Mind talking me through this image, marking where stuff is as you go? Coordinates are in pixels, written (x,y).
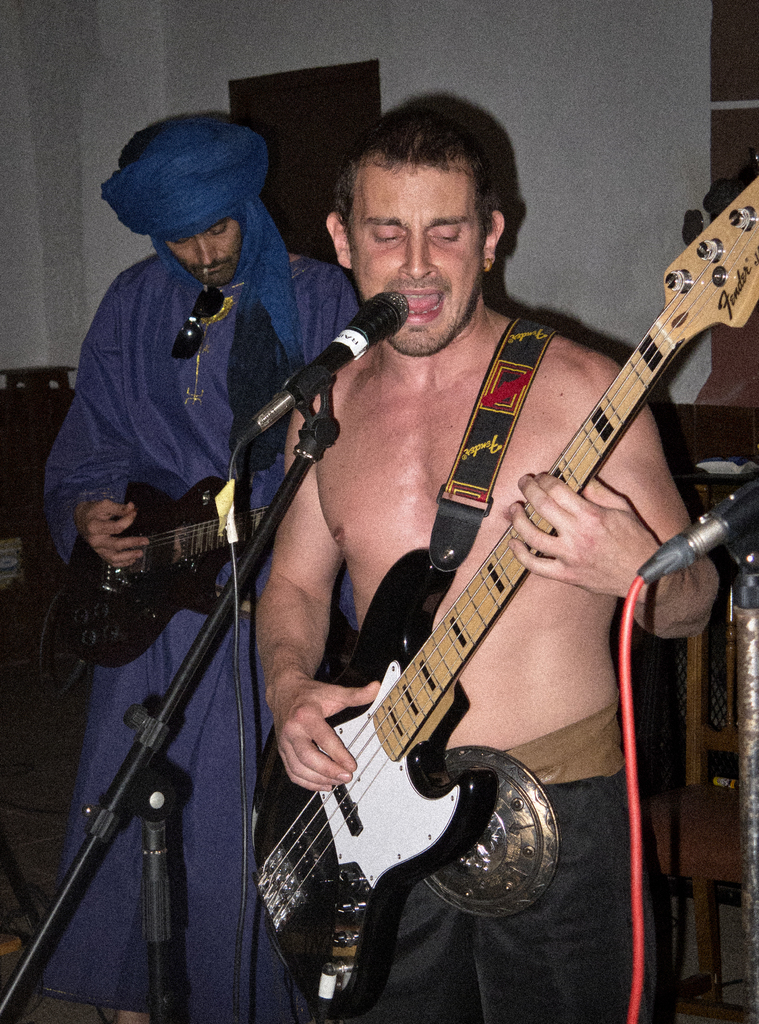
In this picture i can see a man (377,372) holding a guitar (450,631) and wearing a black color pant (518,931), on the left side of him a man (88,715) holding a guitar (149,513) and wearing a blue color shirt (132,385) and wearing blue color cap (179,202) on his head (194,244) and there is a mike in front of the black color pant men (554,943). And back side of the image there is a wall (453,45). and the right side (730,822) there is a chair (699,708). and there is a pipe (632,721) with red color i can see on the right corner (632,719).
